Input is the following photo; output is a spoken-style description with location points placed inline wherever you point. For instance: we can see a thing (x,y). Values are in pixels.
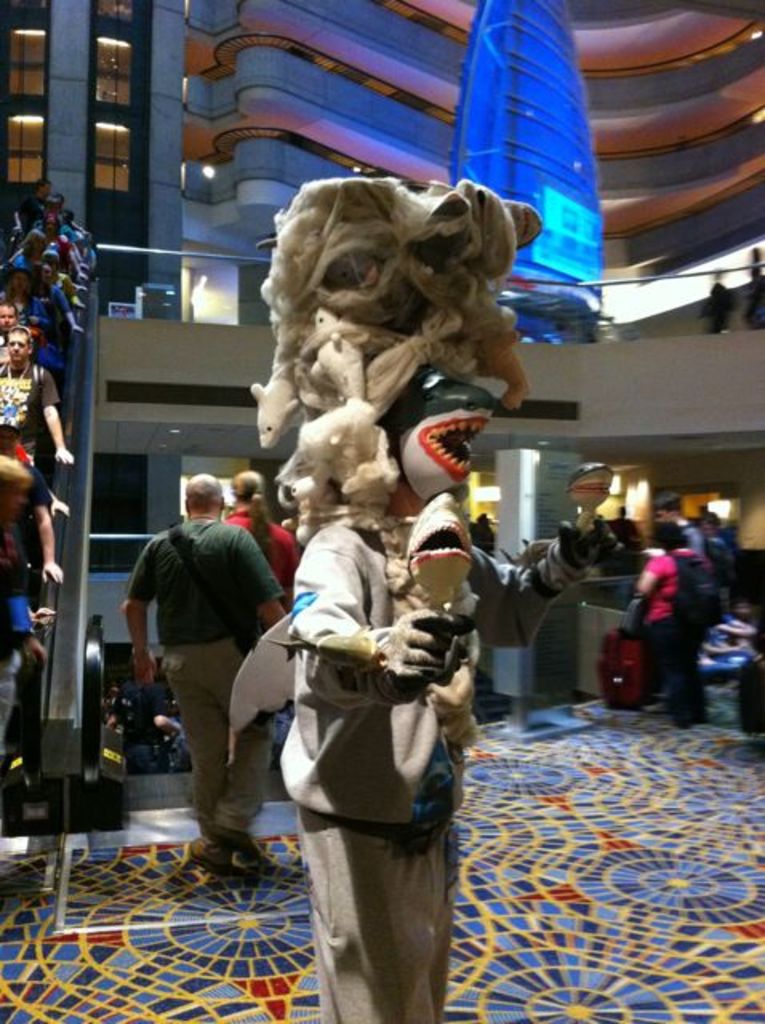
In this picture I can see the inside of a building (708,81) and in the front (400,669), I can see a sculpture like thing (373,725). In the middle of this picture (266,529) I can see number of people (174,552) standing and I see that few of them (137,624) are wearing bags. In the background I can see the lights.
